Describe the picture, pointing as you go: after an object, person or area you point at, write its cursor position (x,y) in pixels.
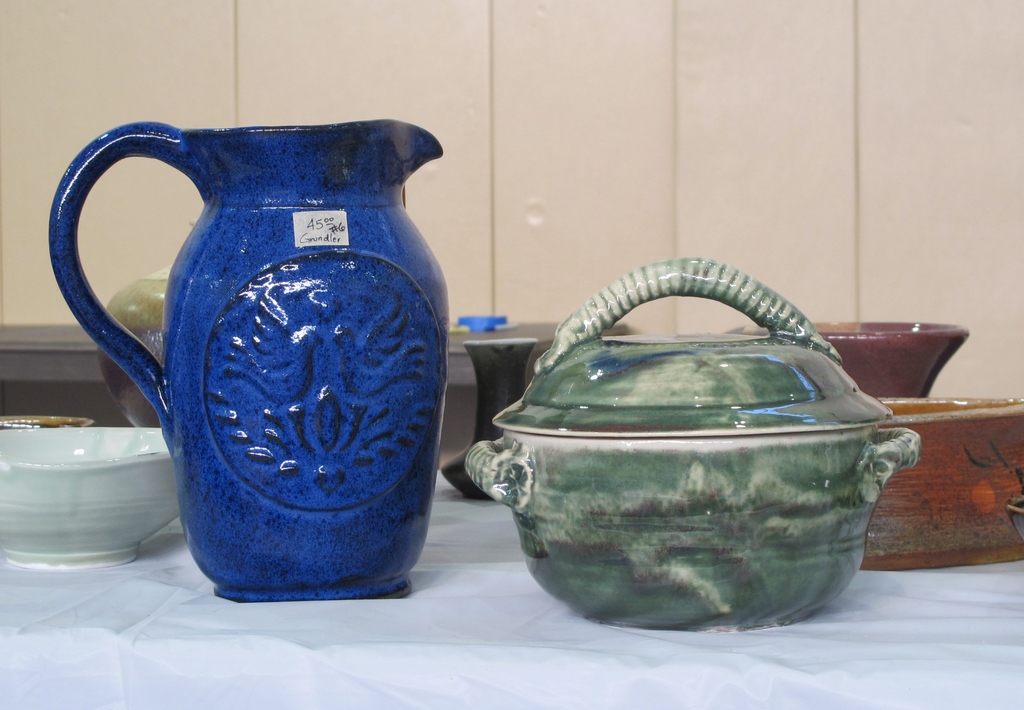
In this image in the foreground (382,364) there are some pots (418,499) and bowls (122,465), on the table (331,612) and in the background (78,345) there is another table (78,345) and a wall (467,65).
